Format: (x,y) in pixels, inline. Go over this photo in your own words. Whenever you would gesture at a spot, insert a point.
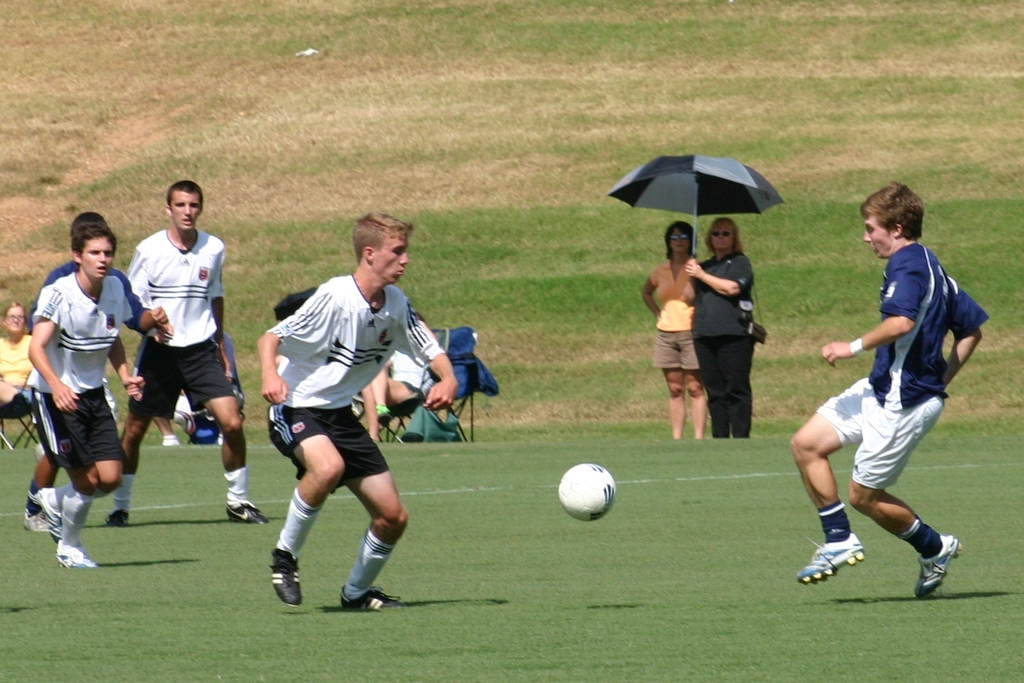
This picture is taken in a ground (438,479). There are four men (144,281) towards the left (307,501) and a one man (905,459) towards the right (902,275). In middle of them there is a ball (601,514). Among them three are wearing white t shirts (308,343) and two are wearing blue t shirts (896,372). Towards the right (722,426) there are two in the center (668,235), one of them is holding an umbrella (736,196). In the background (569,116) there is a hill (678,120) with grass (584,184).
